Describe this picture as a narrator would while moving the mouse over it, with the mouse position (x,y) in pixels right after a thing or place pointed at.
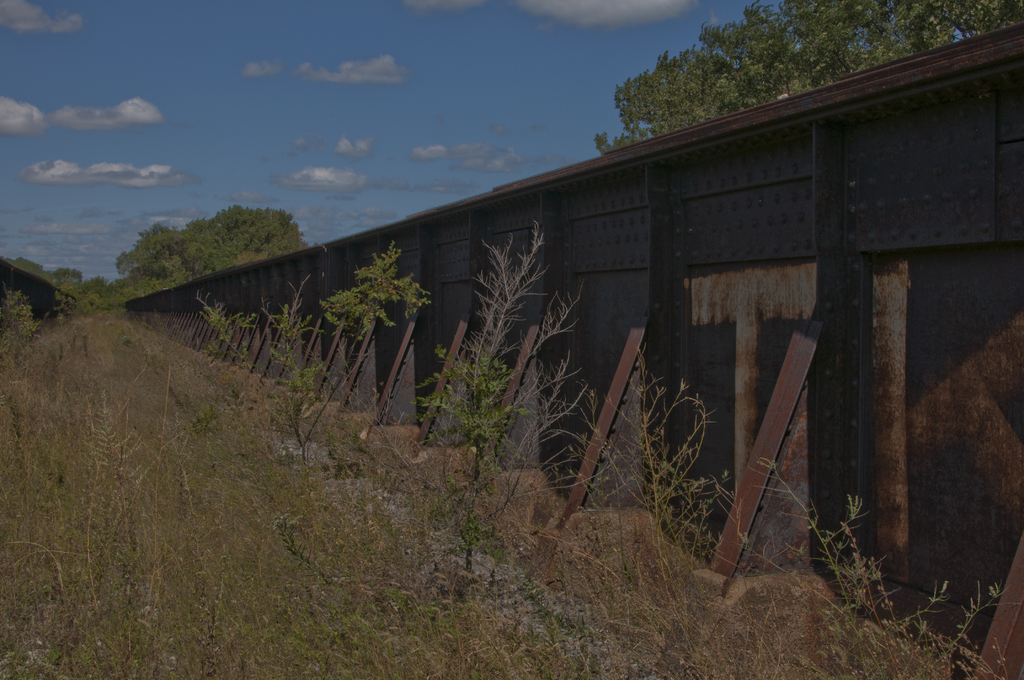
In this image there is a bridge (698,304). There are plants (502,535) and trees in the background (263,249). The sky (188,102) is cloudy.
